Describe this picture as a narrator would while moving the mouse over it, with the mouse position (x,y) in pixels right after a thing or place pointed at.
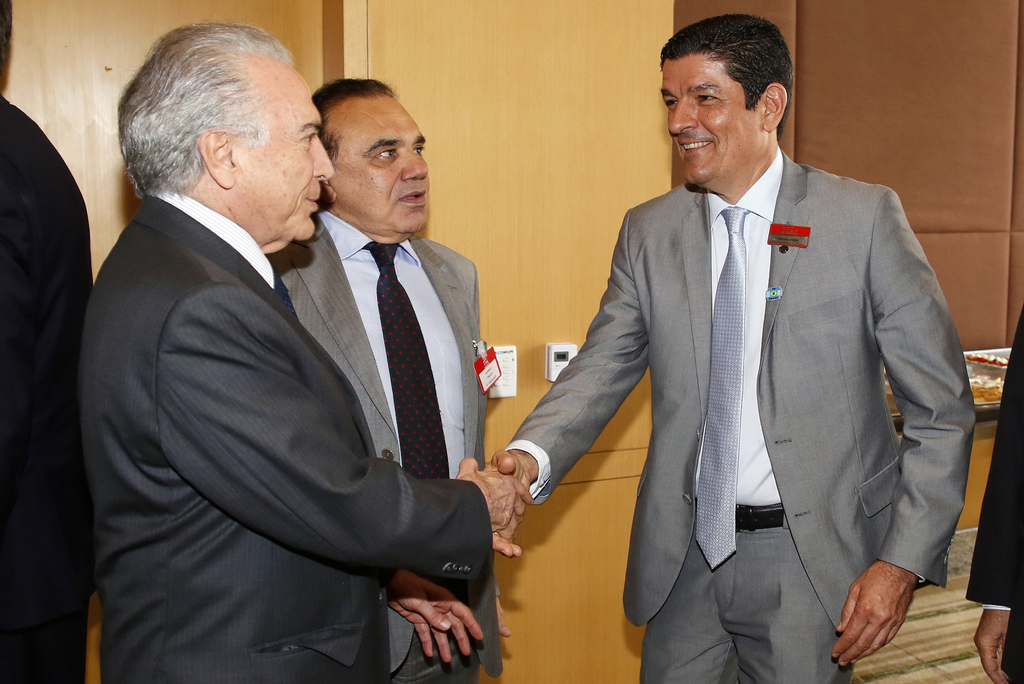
In this image there are two men (663,333) in the middle (678,341) who are shaking their hands (523,461) with each other. Beside them there is another person (368,312) who is standing on the floor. In the background (429,42) there is a wooden wall (505,166) to which there is a switchboard (512,368) in the middle (504,381). On the right side (992,380) there is some food (996,393) on the counter (974,397) in the background (973,384).
